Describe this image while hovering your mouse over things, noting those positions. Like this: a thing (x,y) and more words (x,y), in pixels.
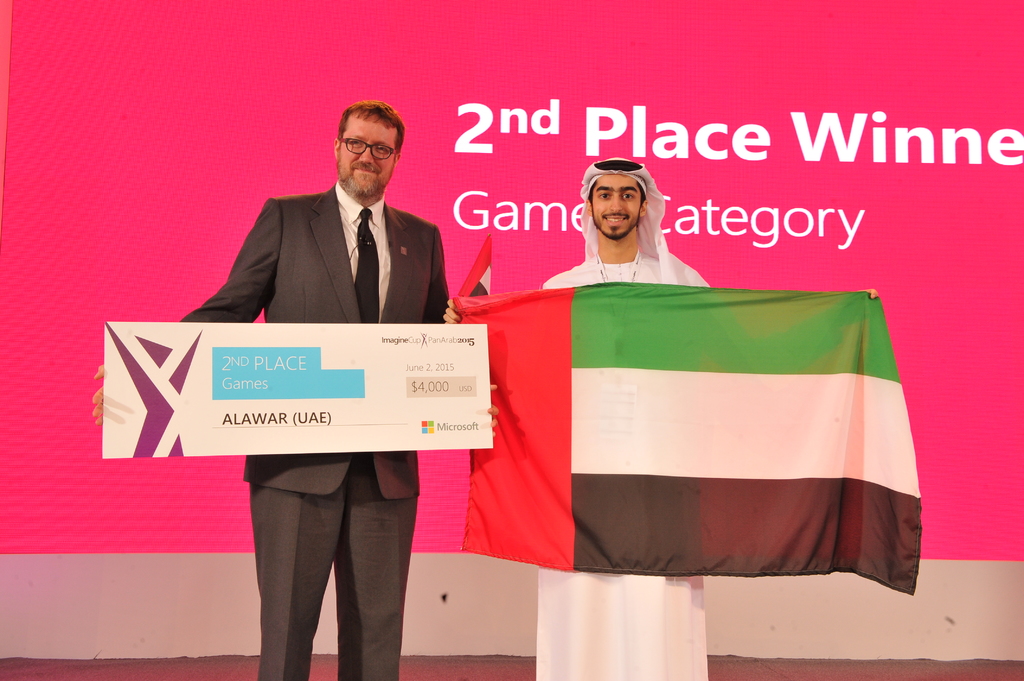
In this picture I can see 2 men (407,274) in front (396,155) who is standing and I see that both of them are smiling. The man (398,318) on the left (184,423) is wearing formal dress (317,258) and holding a board (312,330) on which there is something written and the man (600,248) on the right (719,345) is holding a flag (634,359) which is of brown, white, green and red color. In the background (511,154) I can see few words (801,122) and a number (486,127) written and I see the board (84,160) is of pink and white color.
